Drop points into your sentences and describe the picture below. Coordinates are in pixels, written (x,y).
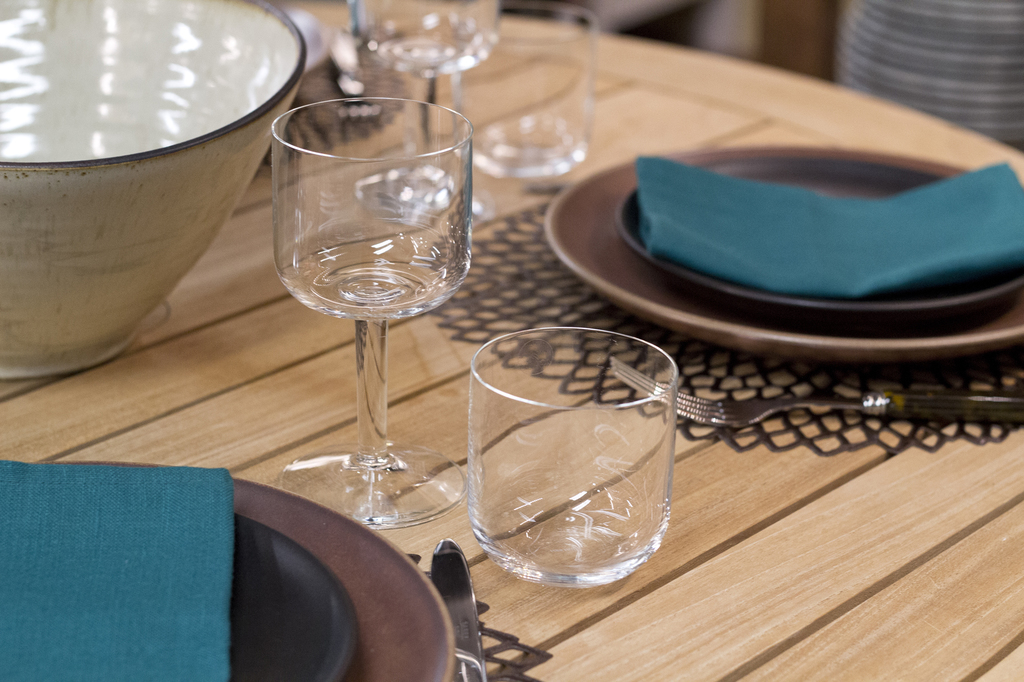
In this image I can see few glasses (452,7), few plates (368,592), a fork (1007,399), few clothes (766,200) and a bowl (101,151).
